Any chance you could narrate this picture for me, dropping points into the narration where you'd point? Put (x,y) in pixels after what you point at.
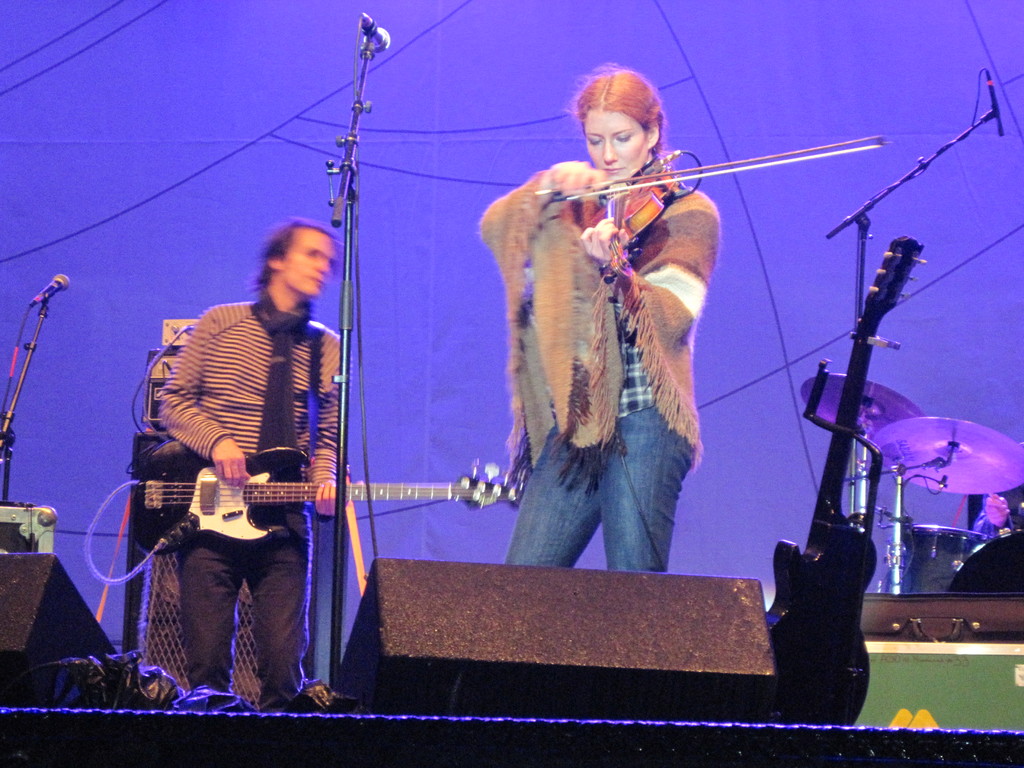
In this picture we can see two musicians (327,367), one man (240,439) is playing guitar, and another woman (582,277) is playing violin (615,183) in front of microphone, in the background (961,551) we can see couple of musical instruments (912,559) and a speaker (152,634).
